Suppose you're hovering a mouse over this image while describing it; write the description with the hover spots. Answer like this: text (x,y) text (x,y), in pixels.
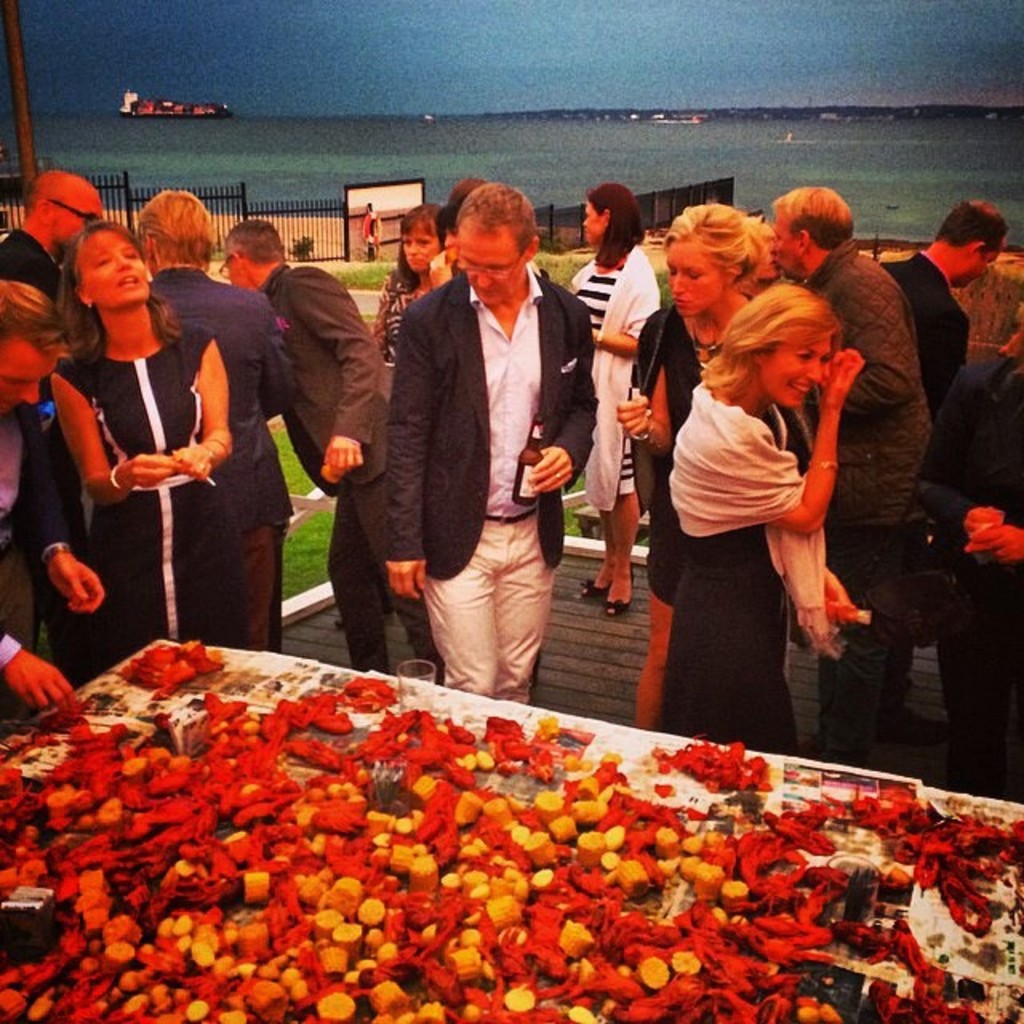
There are many people (512,458). In the back (284,202) there is a railing (659,205). And there is a platform (289,681). On that there are yellow and red color things (357,865). Also there are glasses (386,781) and many other items (714,889) on that. In the background (384,105) there is sky (318,95) and ship (145,115) on the water (783,145).
